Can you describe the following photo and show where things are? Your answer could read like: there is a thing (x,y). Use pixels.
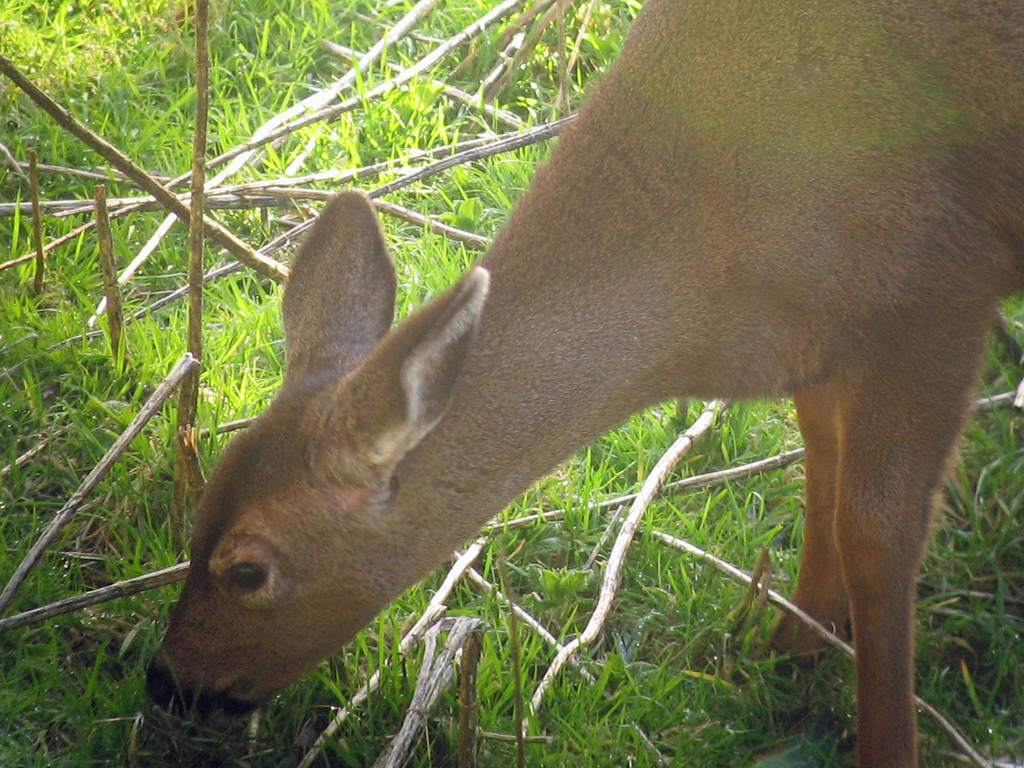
In this image I can see an animal (692,288) which is in brown color. In front (134,540) I can see green color grass (136,511) and few sticks (199,203).
